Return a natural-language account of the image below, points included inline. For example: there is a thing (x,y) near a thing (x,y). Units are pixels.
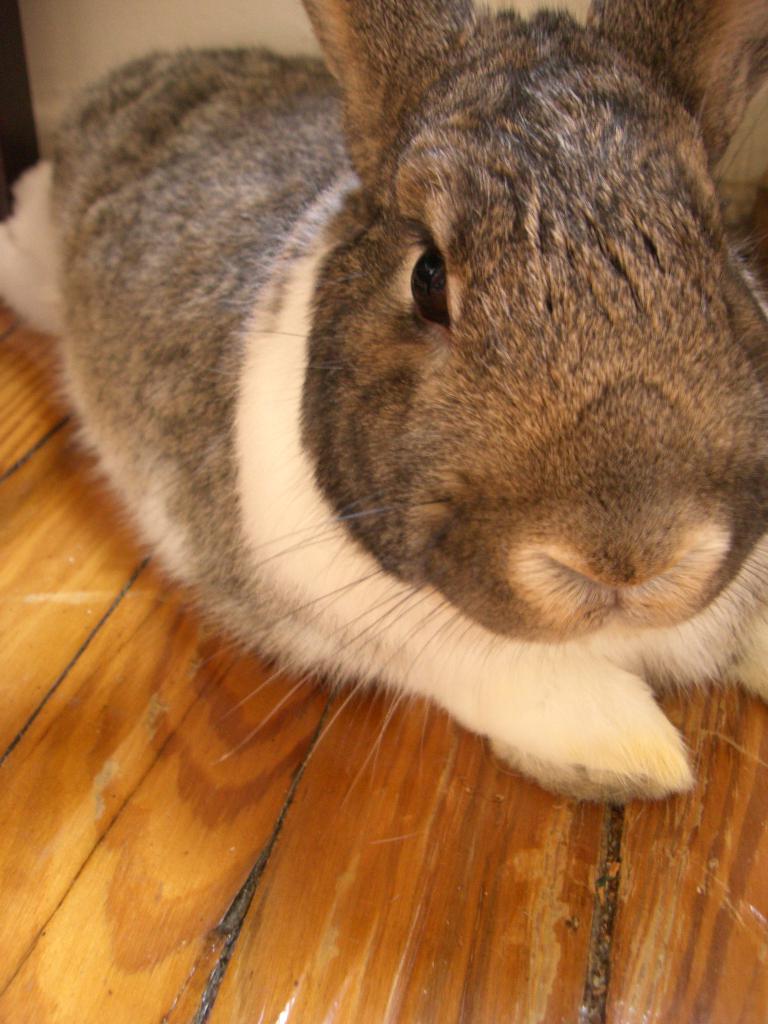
Here there is rabbit (380,513) on this wooden object (367,895).
